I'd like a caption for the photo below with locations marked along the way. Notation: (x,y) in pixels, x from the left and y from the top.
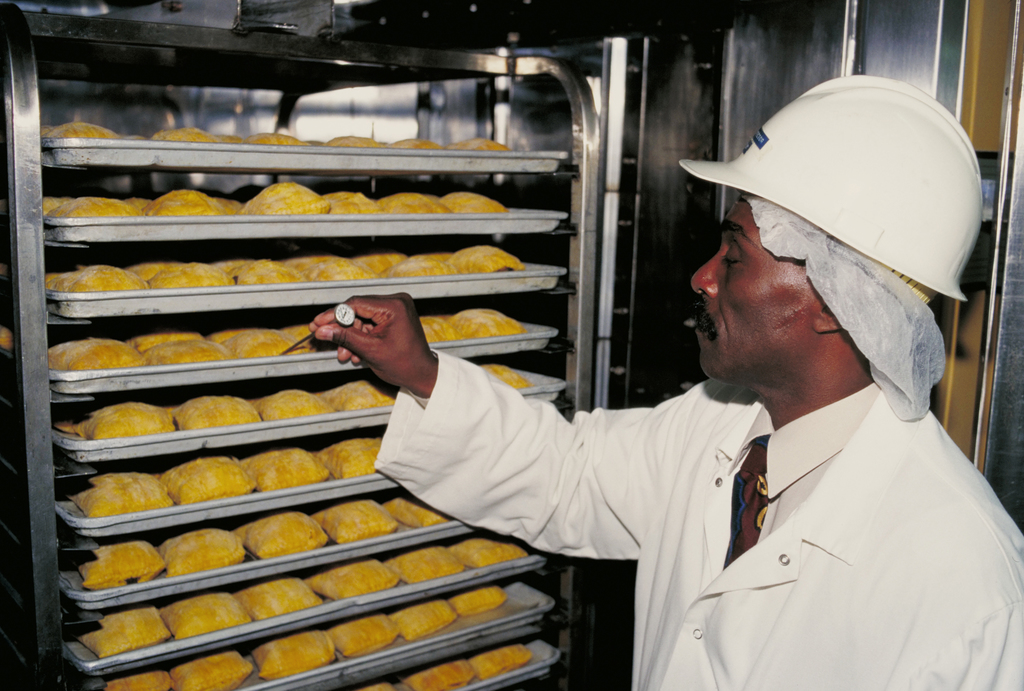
In this image I can see the person (756,400) wearing the white color dress (689,487) and also helmet (805,181). In-front of the person (771,176) I can see the rack (258,153) with food (284,481). I can see the food (363,564) is in yellow color and the rack (103,307) is in silver color.
